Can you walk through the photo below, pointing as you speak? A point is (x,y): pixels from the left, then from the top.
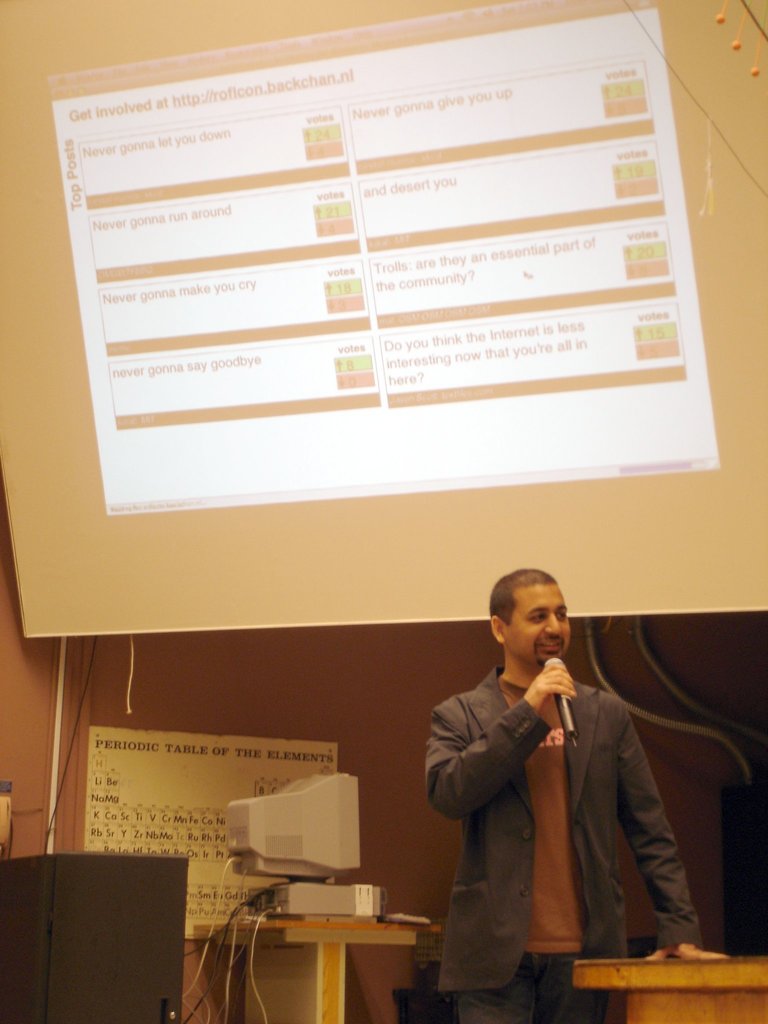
In this image I see a man (630,783) who is holding a mic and I see few tables (387,928) and over here I see a monitor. In the background (21,532) I see a screen (86,586) and the wall (217,662).
